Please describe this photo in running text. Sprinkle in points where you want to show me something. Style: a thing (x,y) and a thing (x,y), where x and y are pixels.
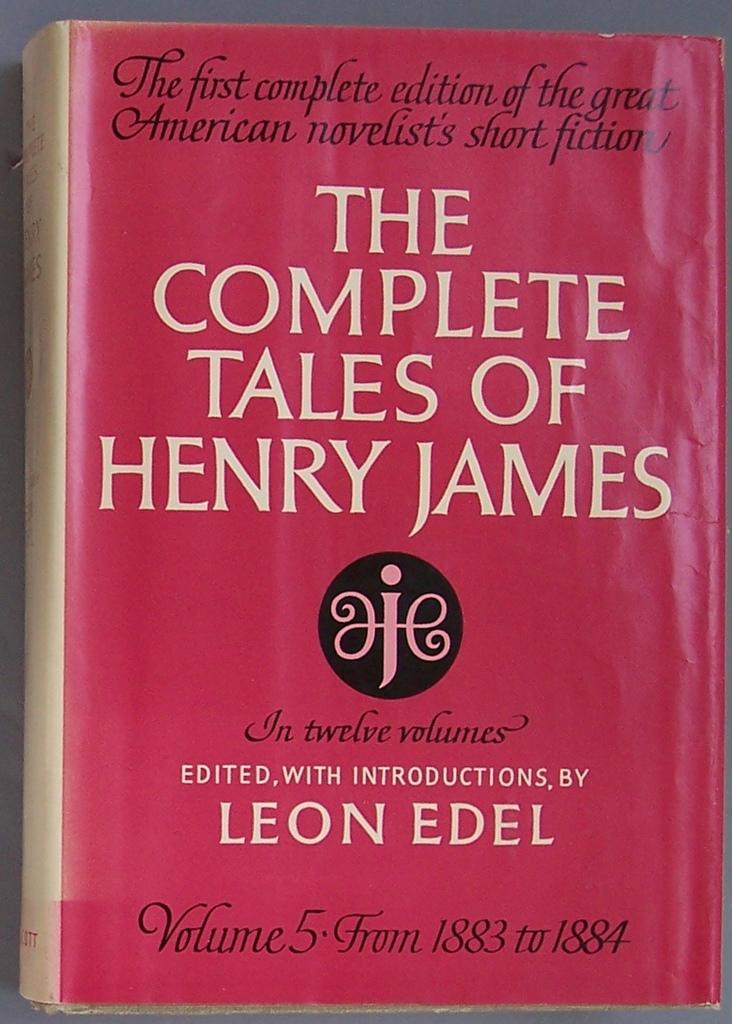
In the center of the image (453,603) there is a book (500,323) with some text (251,402) on it.
